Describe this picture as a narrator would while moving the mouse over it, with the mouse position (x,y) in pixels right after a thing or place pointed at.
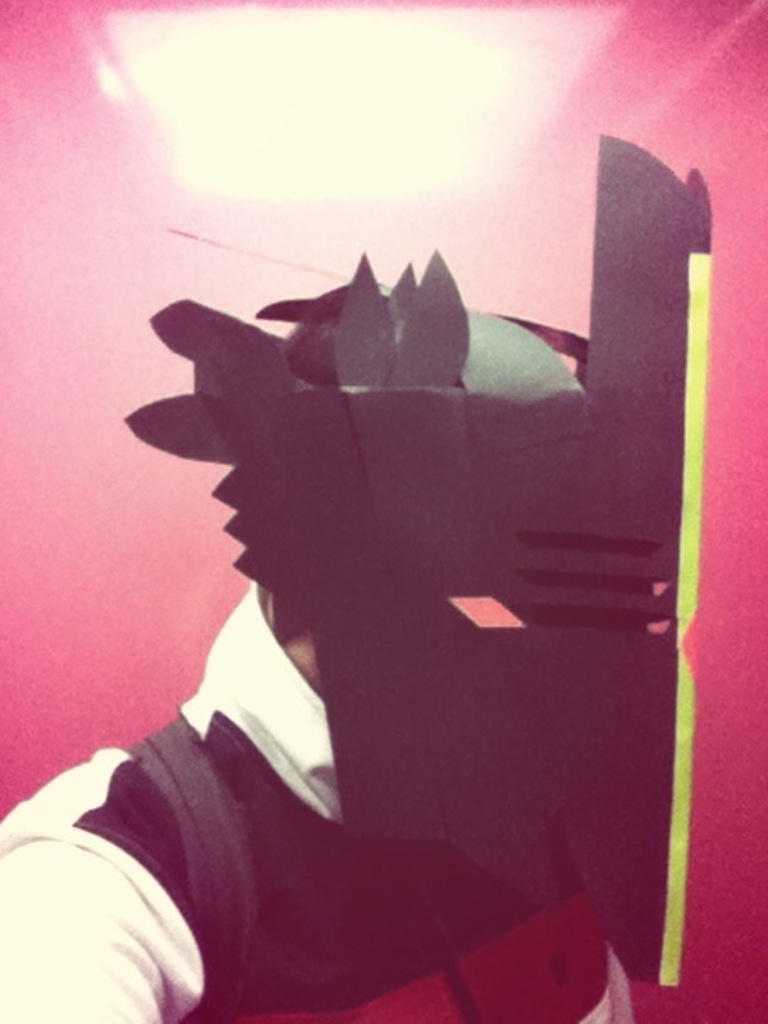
In this image, we can see a person (401,826) wore a mask (543,659). Background (756,771) we can see pink color.
